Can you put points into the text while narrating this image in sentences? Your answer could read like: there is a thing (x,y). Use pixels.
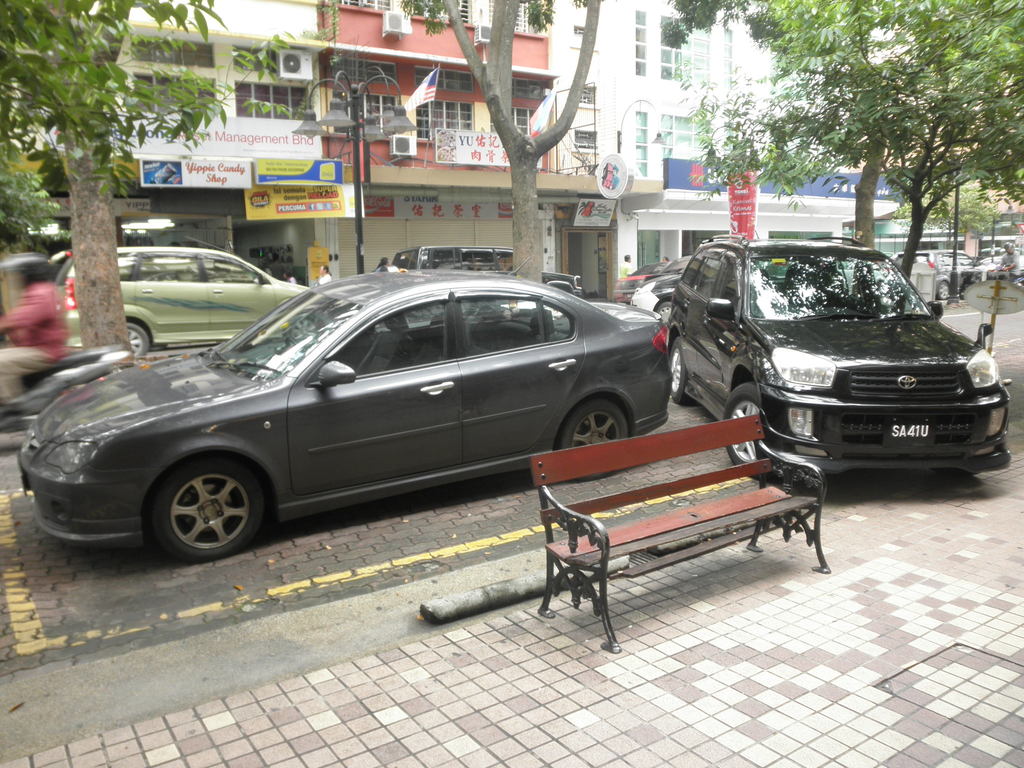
Here we can see buildings (218,85), hoardings (349,196) and store (442,245). These are trees (881,136). We can see few vehicles (531,431) on the road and a man (20,370) is riding a bike (80,351) wearing a helmet (5,265). This is an empty bench (812,538).
